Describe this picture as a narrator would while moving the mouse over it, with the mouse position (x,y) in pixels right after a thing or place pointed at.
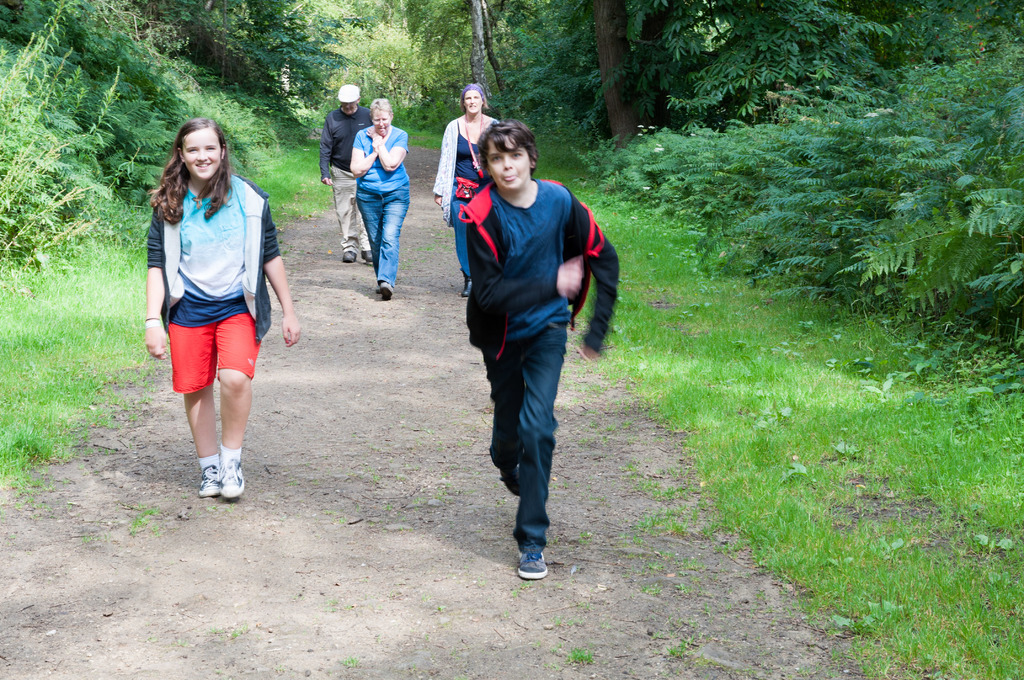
In the foreground of this image (469,270), it seems like there is a boy (499,402) running on the path (488,562) and four people (356,175) walking on it. On either side, there is grass (131,247) and trees (393,55).
